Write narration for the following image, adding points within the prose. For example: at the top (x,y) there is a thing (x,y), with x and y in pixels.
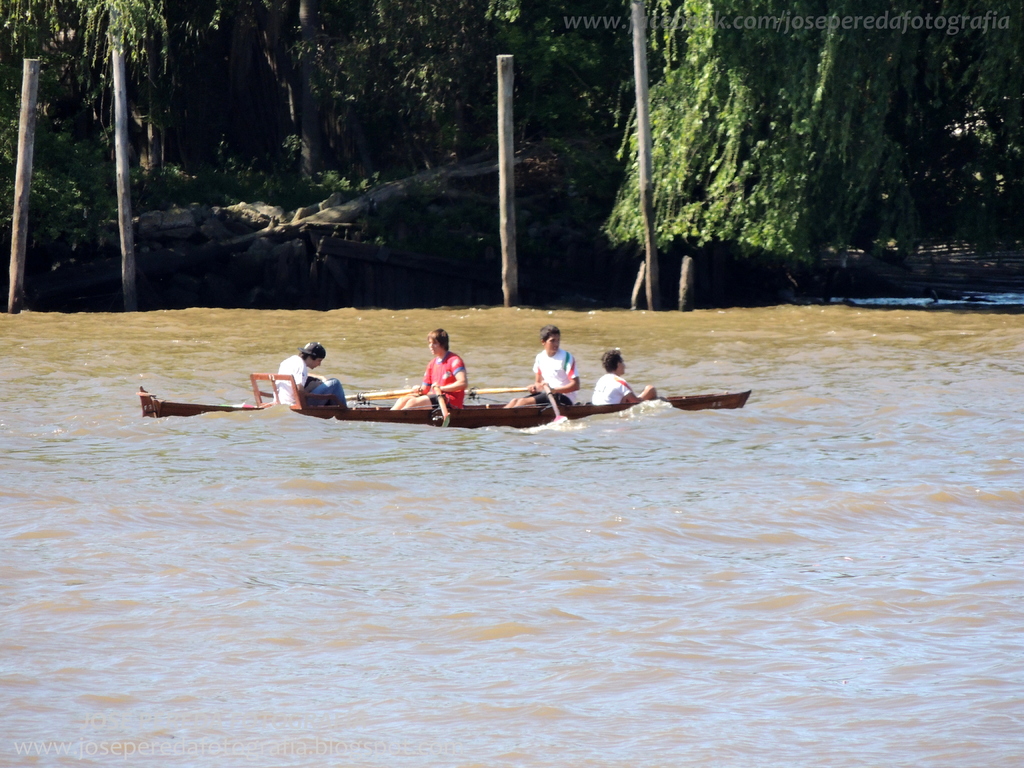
In this image we can see water (819,504), boat (274,375), people (440,377), wooden logs (24,135), trees (750,112) and watermark (824,21).
